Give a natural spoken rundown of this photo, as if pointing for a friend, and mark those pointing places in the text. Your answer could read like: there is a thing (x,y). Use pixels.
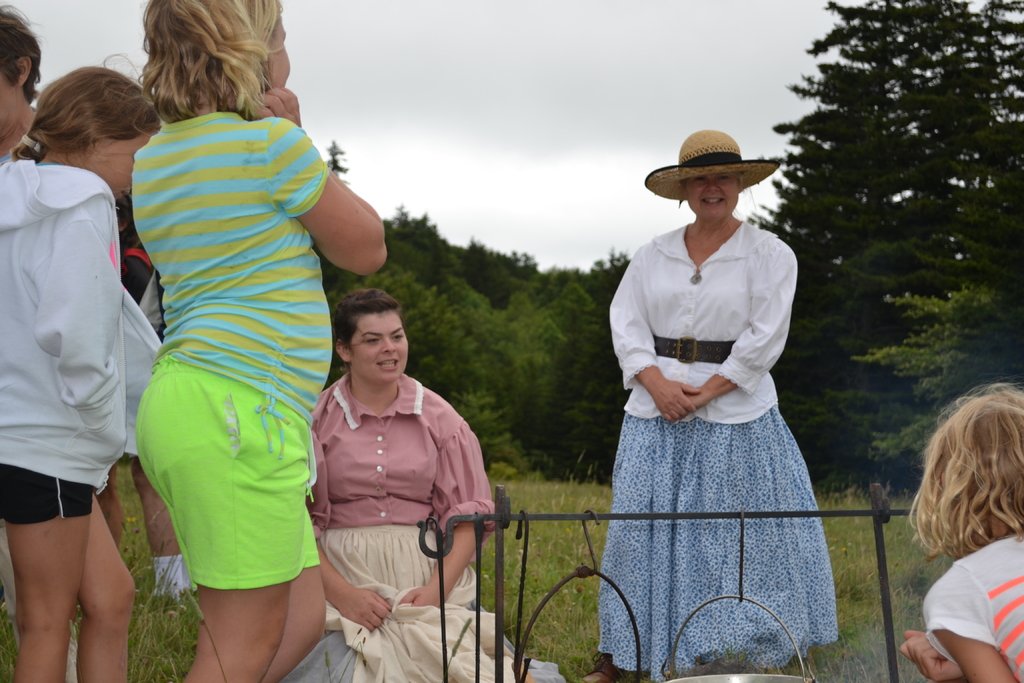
In the image there are few kids (315,637) and women (723,410) standing on the grassland (536,629), in the background (904,337) there are trees (520,334) and above its sky (487,125).
